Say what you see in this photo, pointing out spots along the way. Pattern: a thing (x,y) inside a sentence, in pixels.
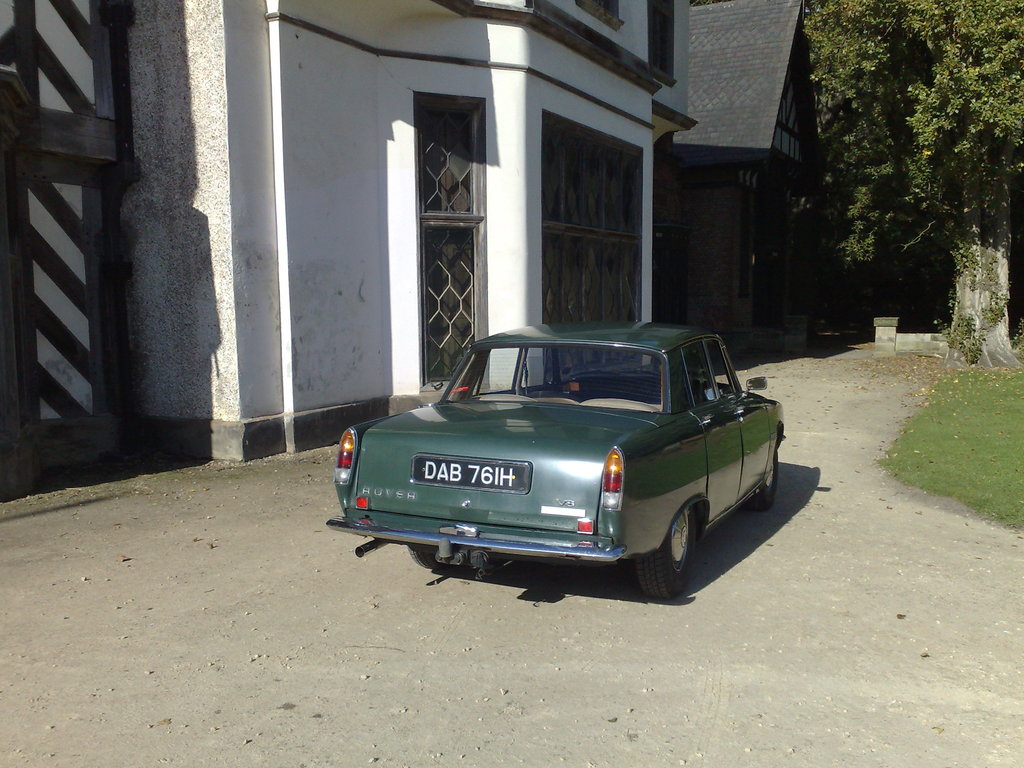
In this image I can see a green color car (607,418) on the ground (705,618). In the background (550,143) I can see buildings (565,148), trees (925,194) and the grass (942,442).
